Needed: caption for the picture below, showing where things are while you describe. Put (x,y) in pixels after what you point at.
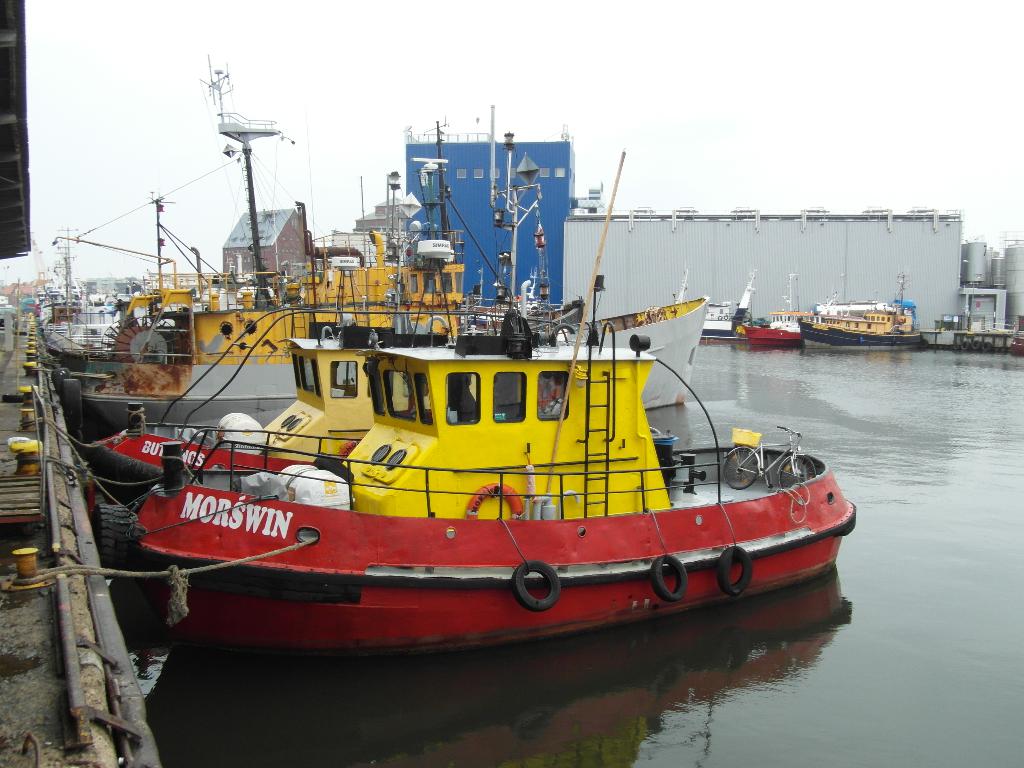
In this image there is the lake (769,423), on which there are some boats (720,513), there is a bicycle (751,469), Tyres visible in one of the boat (619,477), at the top (487,109) there is the sky (530,47), in the middle (597,269) may be there is a fence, light poles (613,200).
